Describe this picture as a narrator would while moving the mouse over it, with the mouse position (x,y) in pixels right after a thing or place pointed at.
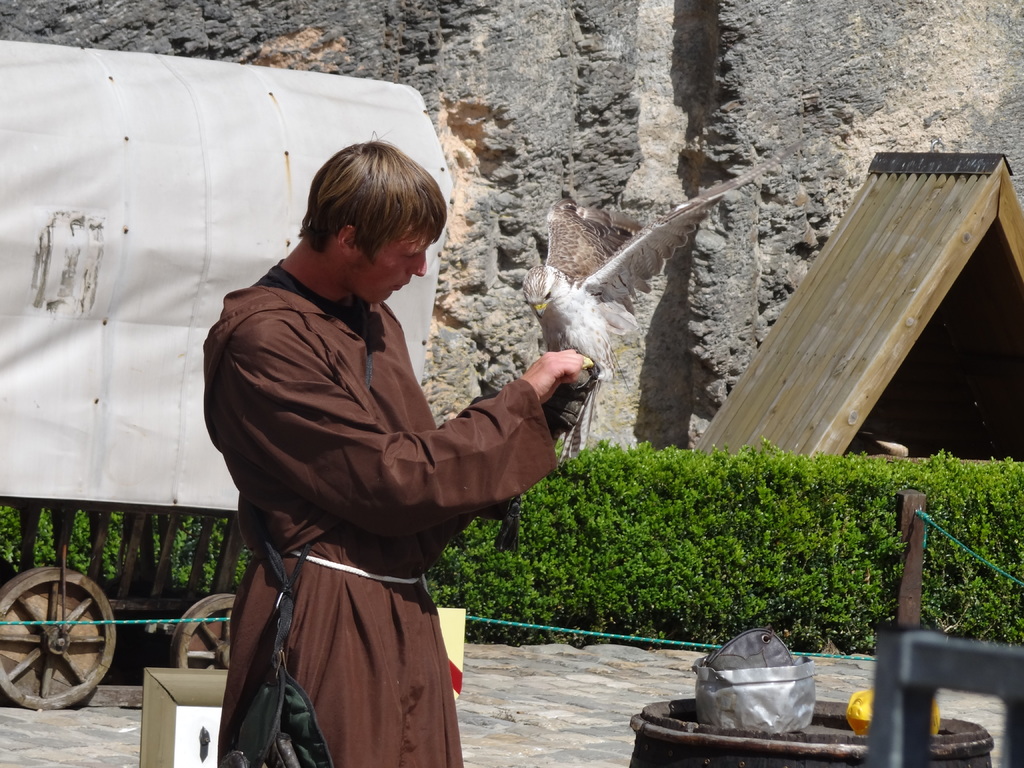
In this image we can see a person (406,427), and a bird (556,248) on his hand (535,370), there is a cart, board (789,406), plants (696,519), there are objects (939,715) on the barrel (669,760), there is a wooden pole (904,580), rope (974,557), also we can see the wall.
